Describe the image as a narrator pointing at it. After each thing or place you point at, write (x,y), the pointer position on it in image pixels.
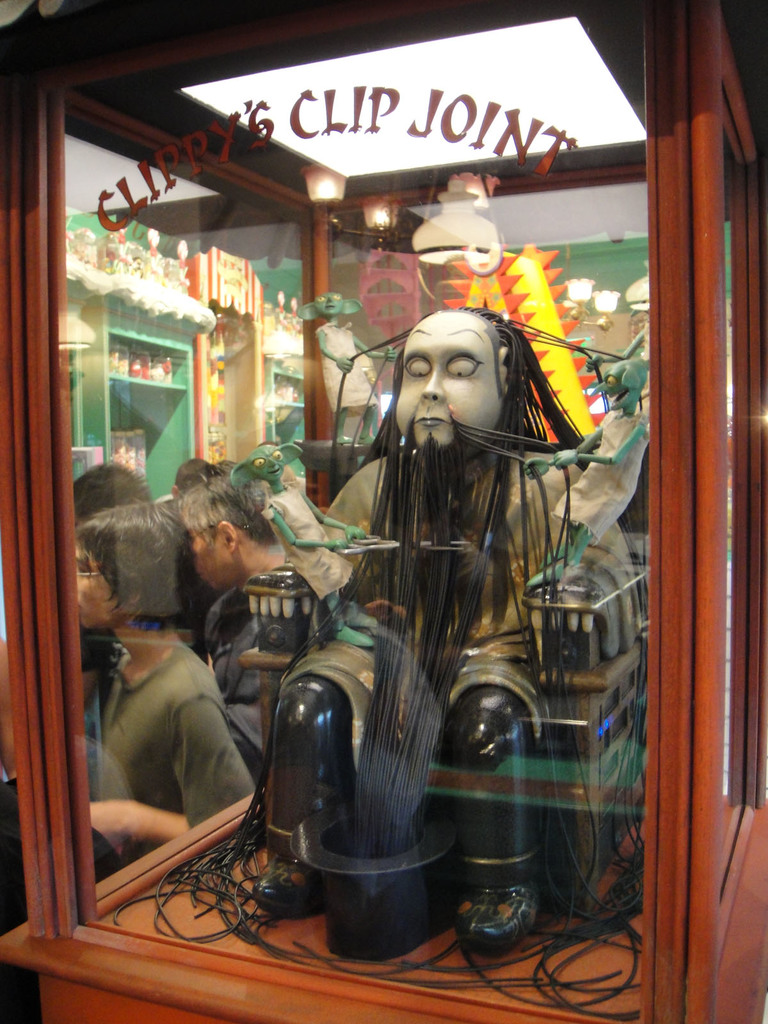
This picture contains a Clippy's Clip Joint machine (349,383). Beside that, we see people (148,643) standing. Beside them, we see a rack (130,382) in which toys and plastic boxes (134,433) are placed. In the background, we see lights (72,343) and behind that, we see a wall (586,274) which is in white and green color.
